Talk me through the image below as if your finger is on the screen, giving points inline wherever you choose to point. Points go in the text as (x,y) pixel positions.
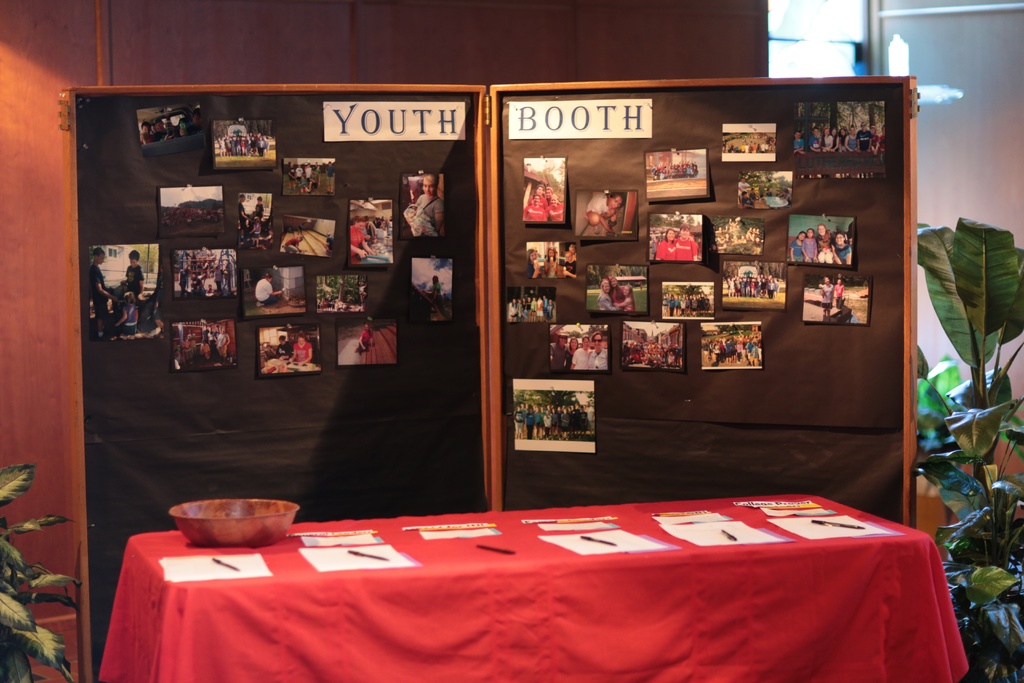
In this picture I can observe photographs (583,234) on the black color board (465,288) in the middle of the picture (545,342). In the bottom of the picture (627,592) I can observe a table (470,574). On either sides of the picture I can observe plants (955,402).
